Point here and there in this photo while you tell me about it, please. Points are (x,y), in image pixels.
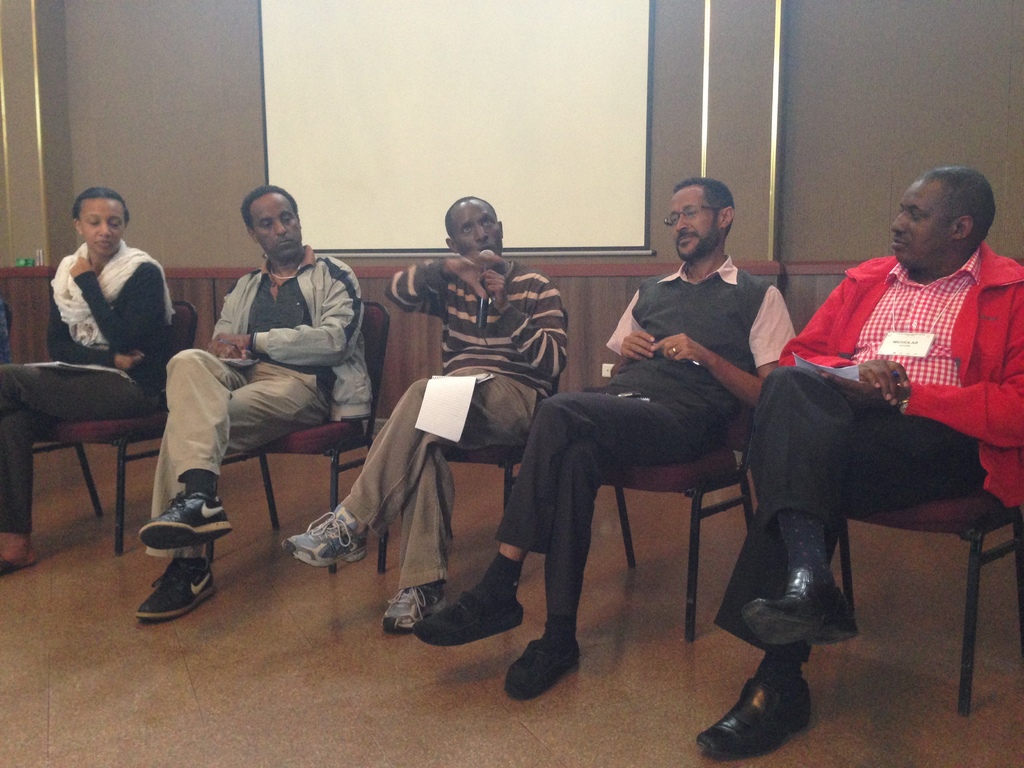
In this image in front (1002,349) there are people (678,387) sitting on the chairs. Behind them there is a projector screen (532,173). In the background of the image (853,152) there is a wall (882,127). At the bottom of the image (232,704) there is a floor (354,733).
